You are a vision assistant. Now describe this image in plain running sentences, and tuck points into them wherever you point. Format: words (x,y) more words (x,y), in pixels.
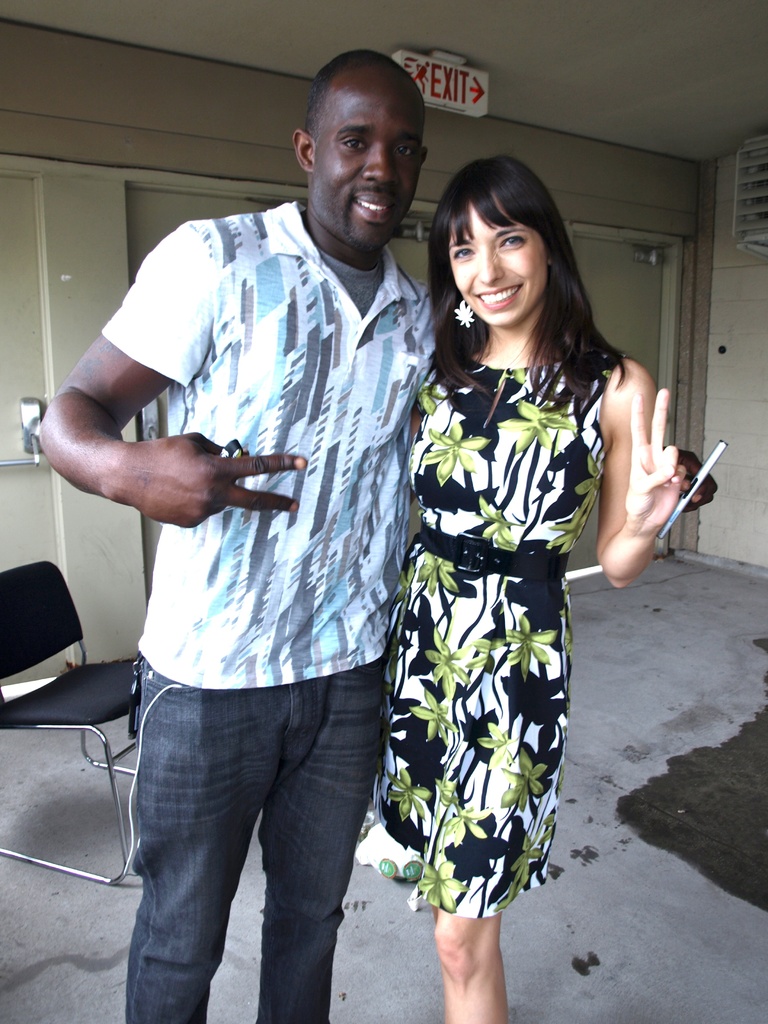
This man (358,283) and woman (472,524) are smiling. Back Side we can see an exit board (447,99) and chair (96,683).
